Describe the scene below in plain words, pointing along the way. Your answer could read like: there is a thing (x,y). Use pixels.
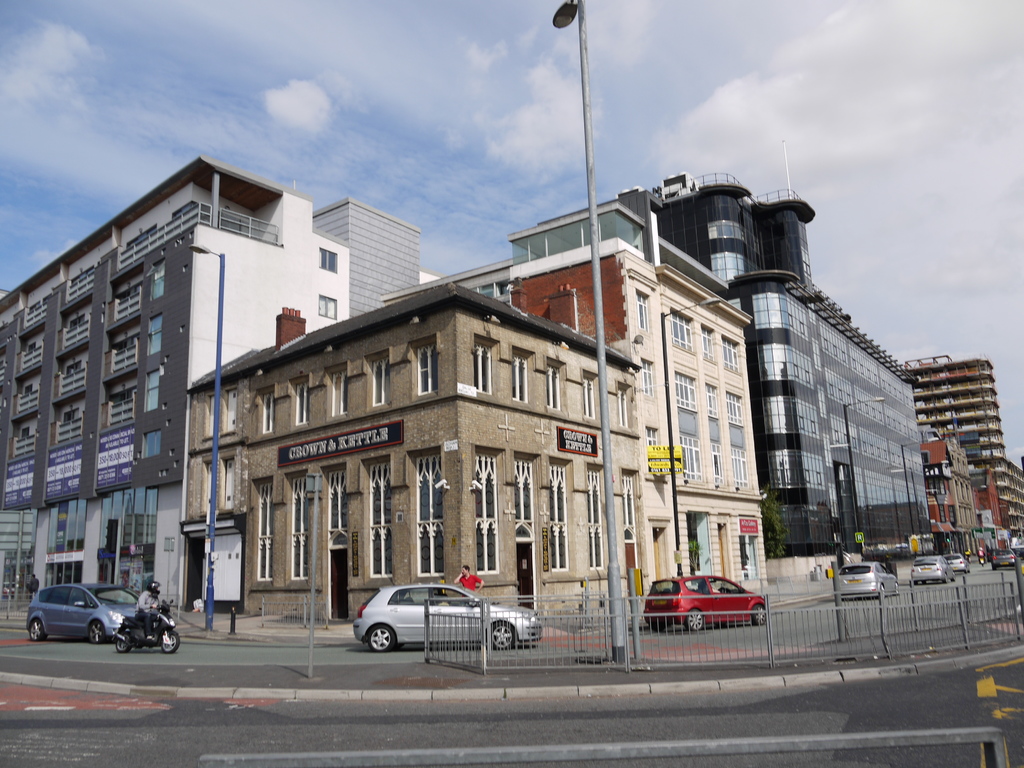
In this image there is a road (84,716) at the bottom (201,659). There is sky (812,97) at the top (498,20). There are buildings (391,246), people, vehicles (869,594), poles (210,583) with lights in the foreground (557,599).
